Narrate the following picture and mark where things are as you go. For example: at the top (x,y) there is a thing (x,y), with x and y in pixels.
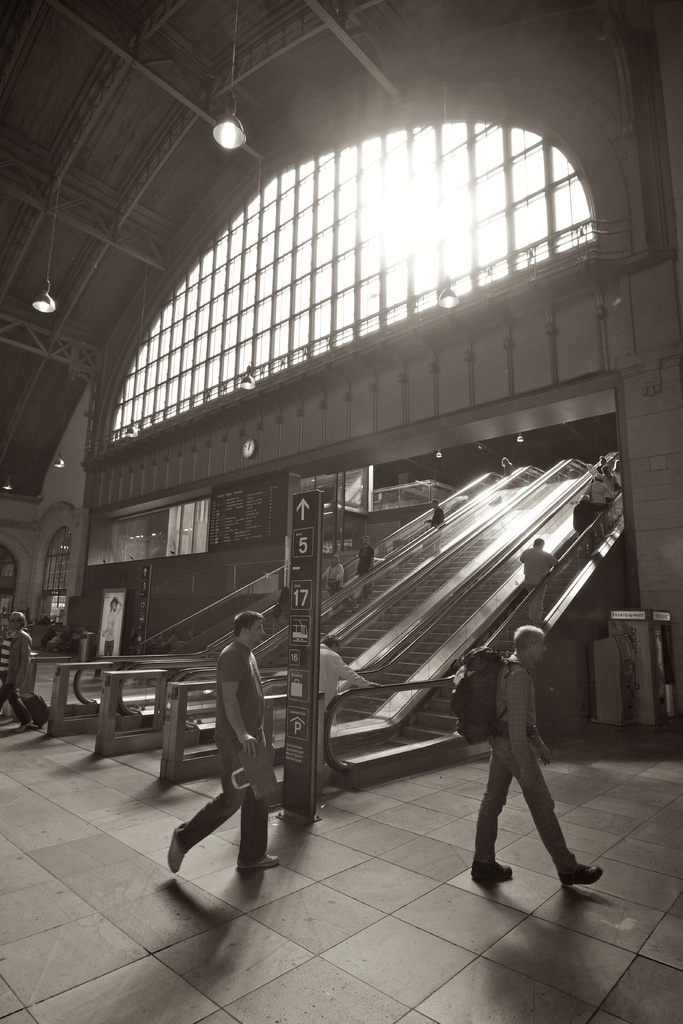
This is a black and white image. people (544,794) are walking. There are escalators (530,524) and people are present on it. There are lights (228,136) on the top (237,135).
